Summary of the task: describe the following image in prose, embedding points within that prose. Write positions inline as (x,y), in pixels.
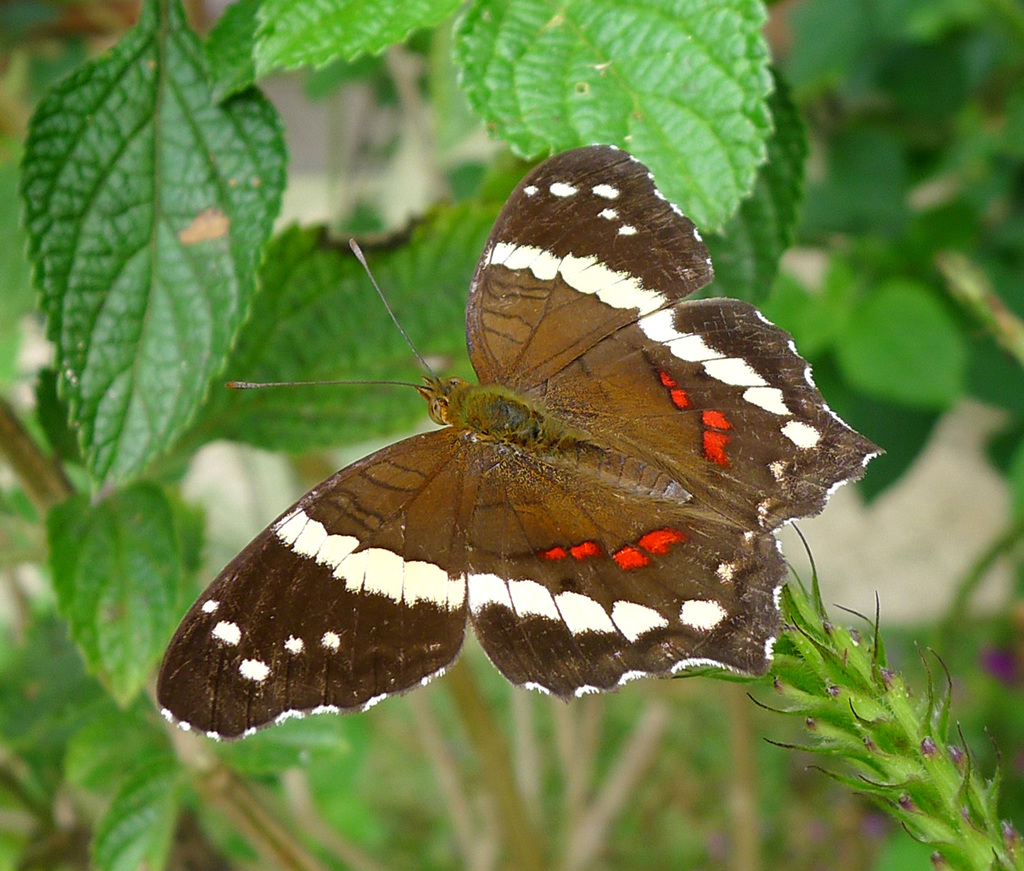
In this picture we can see a butterfly (432,489), plants (222,73) and in the background (278,98) it is blurry.
